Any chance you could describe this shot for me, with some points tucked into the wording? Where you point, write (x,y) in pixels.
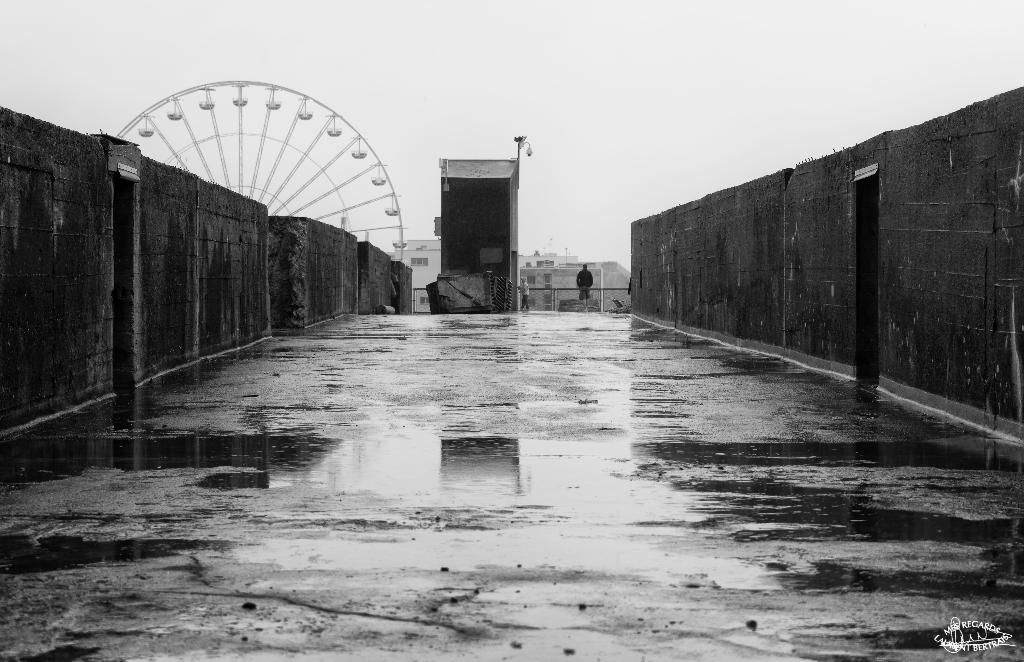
In this picture we can see the road (689,418) and there is the wall (879,240). And in the background (571,259) we can see the building (554,265). There is person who is standing. And this is the giant wheel (395,201). And in the background (499,89) there is a sky (715,102).
